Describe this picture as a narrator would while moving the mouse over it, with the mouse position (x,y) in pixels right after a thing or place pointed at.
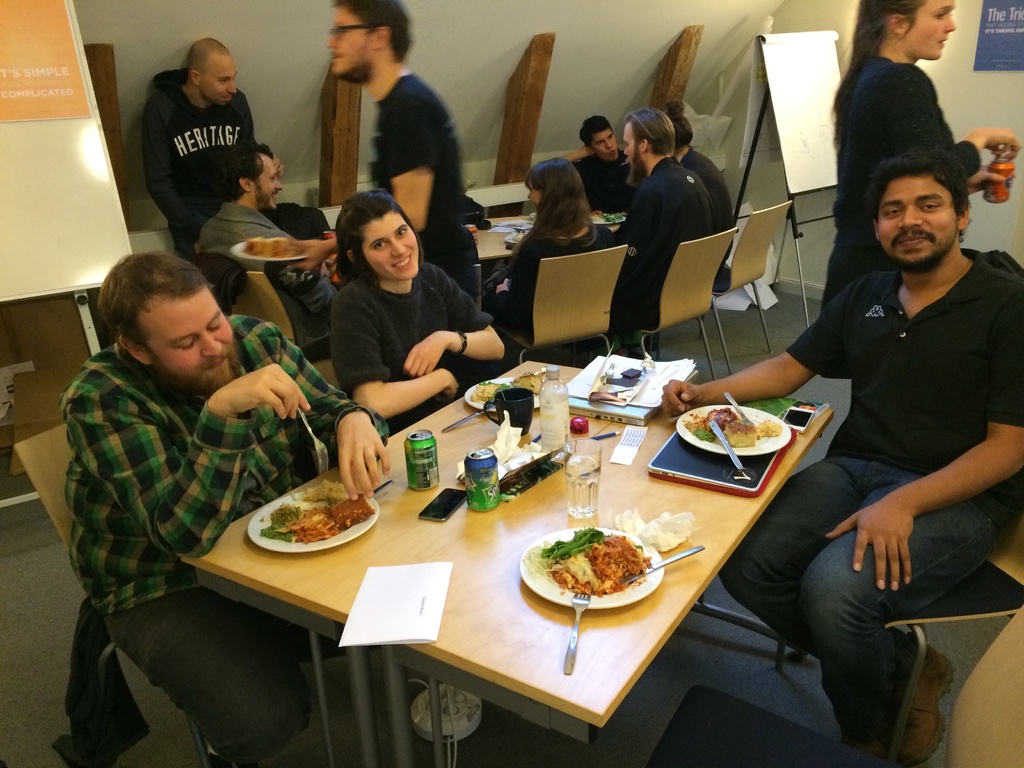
This is the room (973,128). In the room (146,502) many people (150,482) are having food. They are sitting on chair (952,610). In front of them there are table (481,518). on the table (615,440) there are food (557,571), mobile (457,506), paper (625,449), pen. plates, bottle (562,406), cup (527,413). There is a whiteboard (802,99) on the right top corner (788,107). Another white board (34,224) is in the left side (20,218). There is a carpet (39,643) on the floor (50,636). In the middle (473,273) one person (403,136) is walking by holding a plate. Behind him one lady (873,108) is walking holding a tin can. One person (209,141) is standing in the background (206,126) watching the other person (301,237).
